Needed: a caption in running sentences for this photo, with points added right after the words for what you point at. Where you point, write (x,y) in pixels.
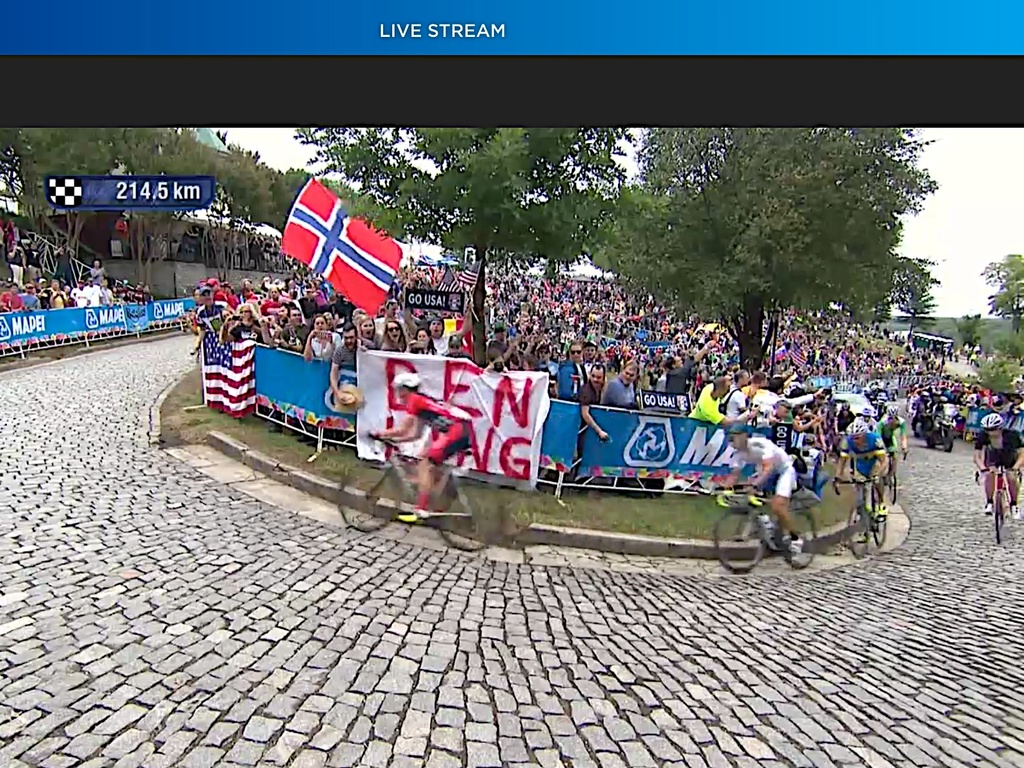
In this image there are group of persons (745,455) riding bicycles (869,502), there are persons (933,403) riding motorcycle (945,419), there are group of audience (582,326), there is a flag (226,377), there are boards (288,388), there is text (417,390) on the board (553,437), there is a number (163,194), there are trees (737,180), there is the sky (944,215), there is text (430,31) towards the top of the image (458,30).
